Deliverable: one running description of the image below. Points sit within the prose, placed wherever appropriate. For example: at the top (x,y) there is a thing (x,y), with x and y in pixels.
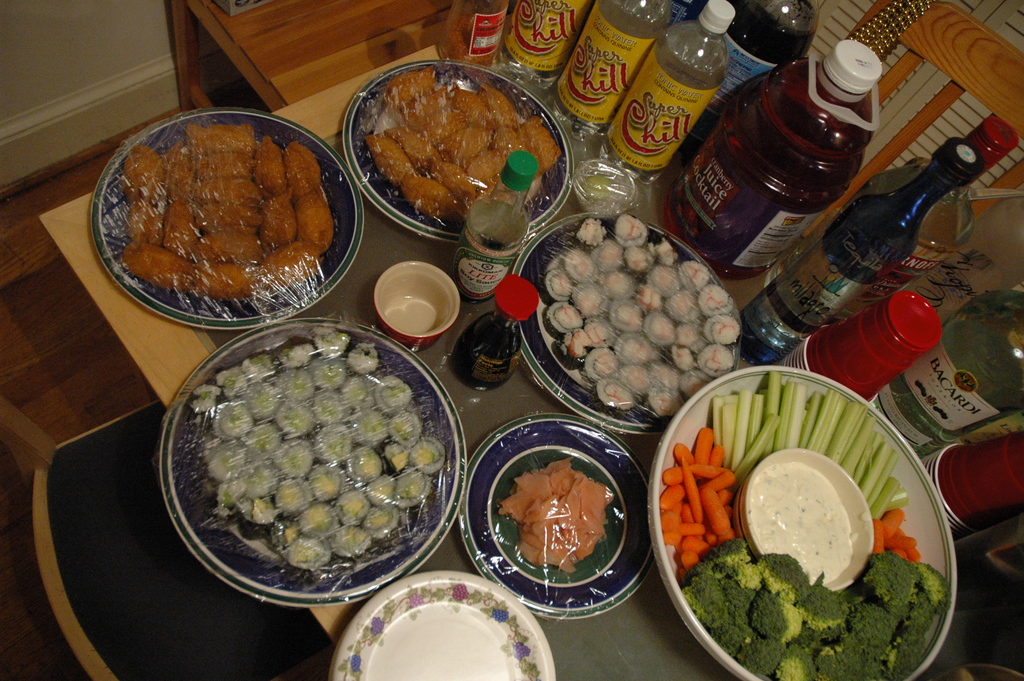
In this image I can see a table (136,320), on the table (178,358) I can see few plates (192,438) and bottles (897,414) and top of plates (196,322) I can see food items (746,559) and vegetables (848,456) and some food item (364,480) kept and in the top right (950,40) I can see a chair (956,55).
